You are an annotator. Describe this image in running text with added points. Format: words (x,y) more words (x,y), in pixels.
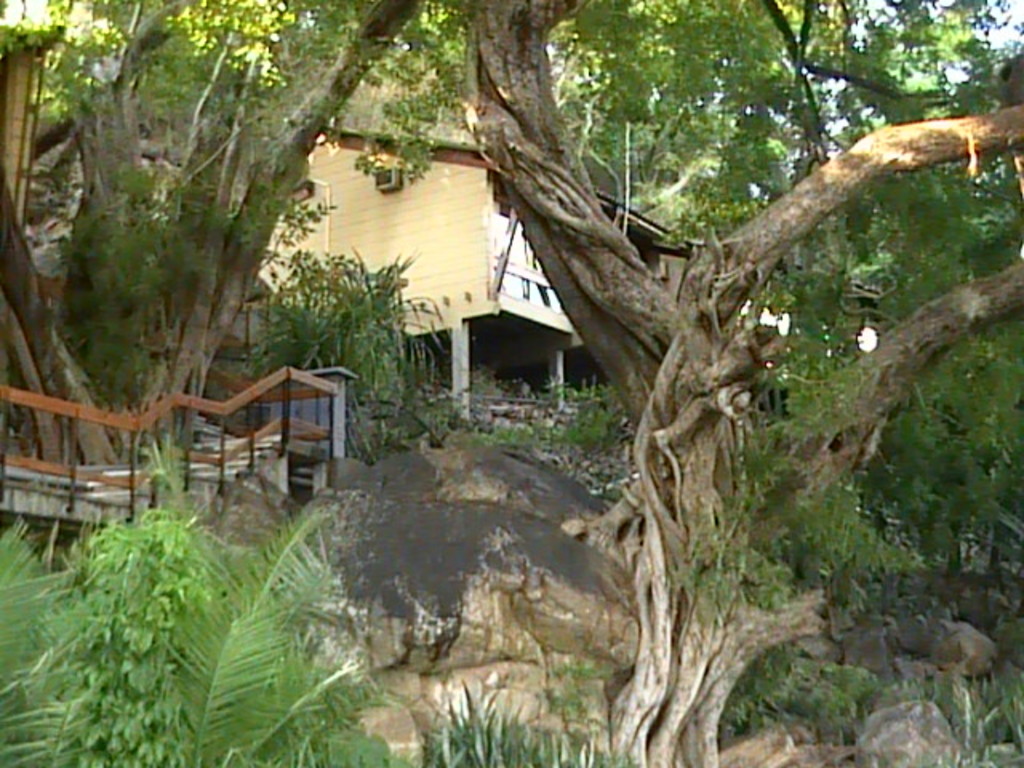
In the center of the image (394,292) we can see one wooden house (446,235), trees (770,633), rocks (461,555) and some objects (317,454).
